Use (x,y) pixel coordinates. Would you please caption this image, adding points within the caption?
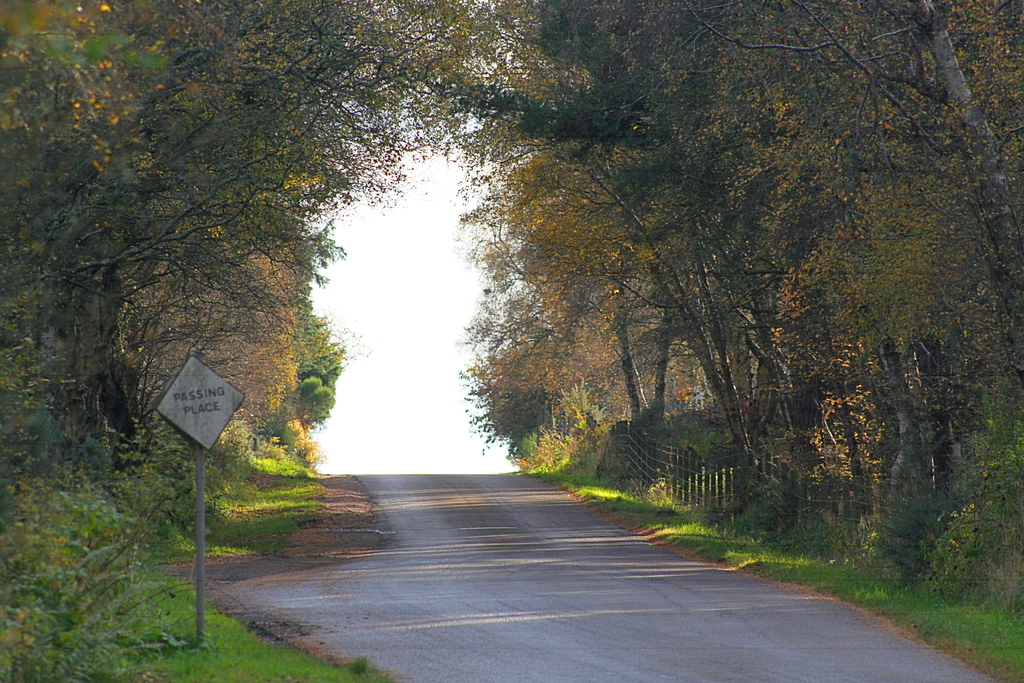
At the bottom of this image (476,562) there is a road (502,543). On both sides of the road (502,543), I can see the grass (806,576) and many trees (135,202). On the left side (200,503) there is a pole (197,523) to which a board (213,402) is attached. In the background (375,320), I can see the sky (397,342).
